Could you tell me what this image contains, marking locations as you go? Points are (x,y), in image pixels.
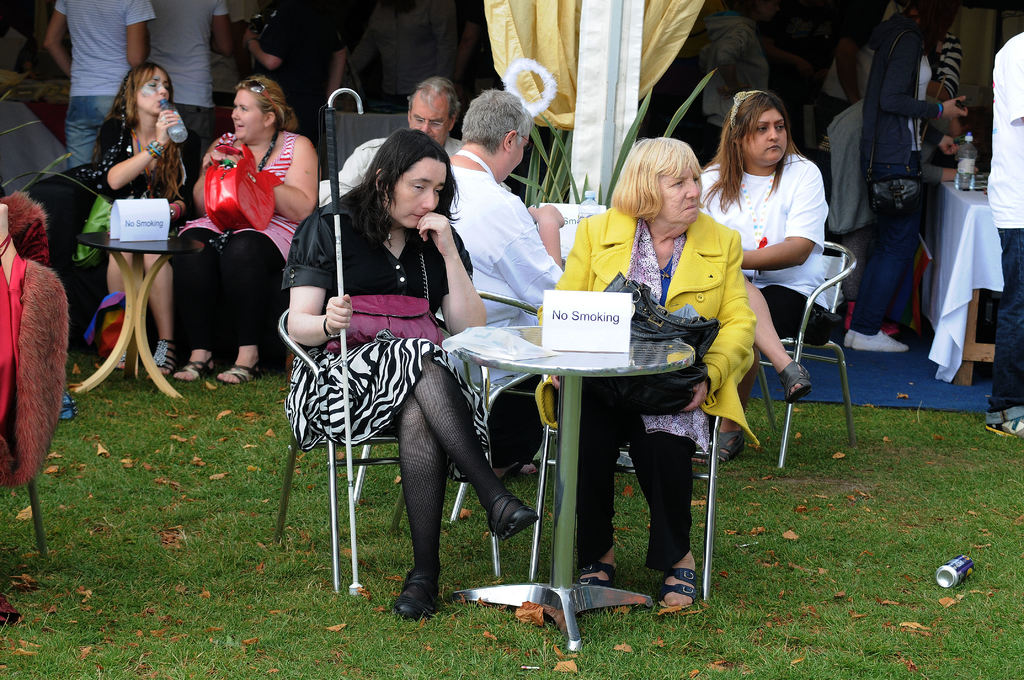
In this picture we can see many people (413,203) sitting on the chairs (708,484) near their tables (648,370) on the grass ground (355,634).
